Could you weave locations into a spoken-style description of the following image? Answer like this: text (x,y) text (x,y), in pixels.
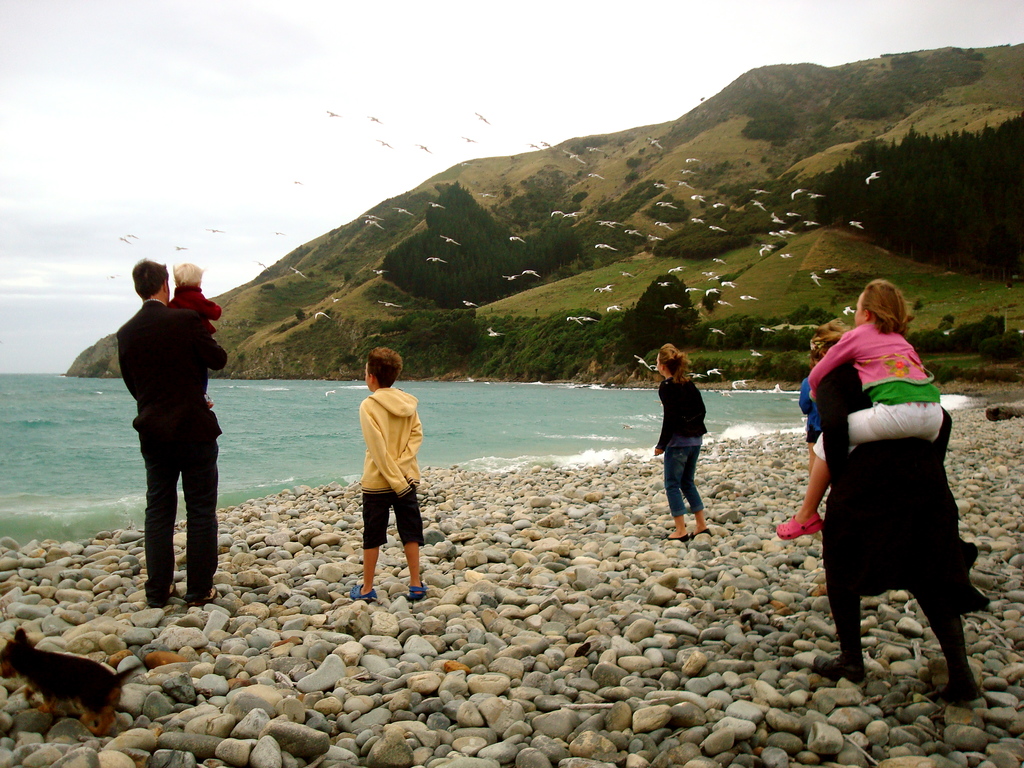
In this image I can see a group of people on stones (572,631), flocks of birds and ocean (353,383). In the background (714,169) I can see mountains (580,333), grass (770,306), animal (36,683) and the sky (238,259). This image is taken may be near the beach (616,577).
